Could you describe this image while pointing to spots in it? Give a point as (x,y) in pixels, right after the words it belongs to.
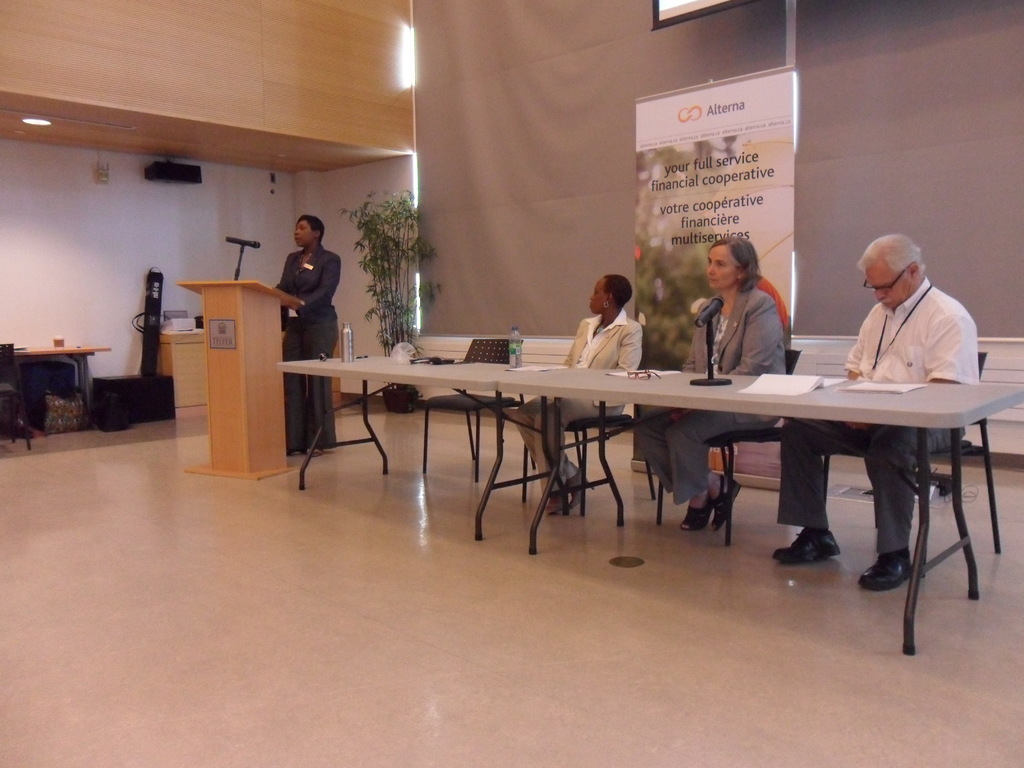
In this Image I see 3 women (714,523) and a man (964,343) in which these 3 are sitting and this woman (325,256) is near to the podium (236,340). I see a table (954,386) in front of them, on which there are bottles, a microphone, papers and other things (491,355). In the background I see a board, a plant (390,337), light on the ceiling (381,160) and other things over here.
